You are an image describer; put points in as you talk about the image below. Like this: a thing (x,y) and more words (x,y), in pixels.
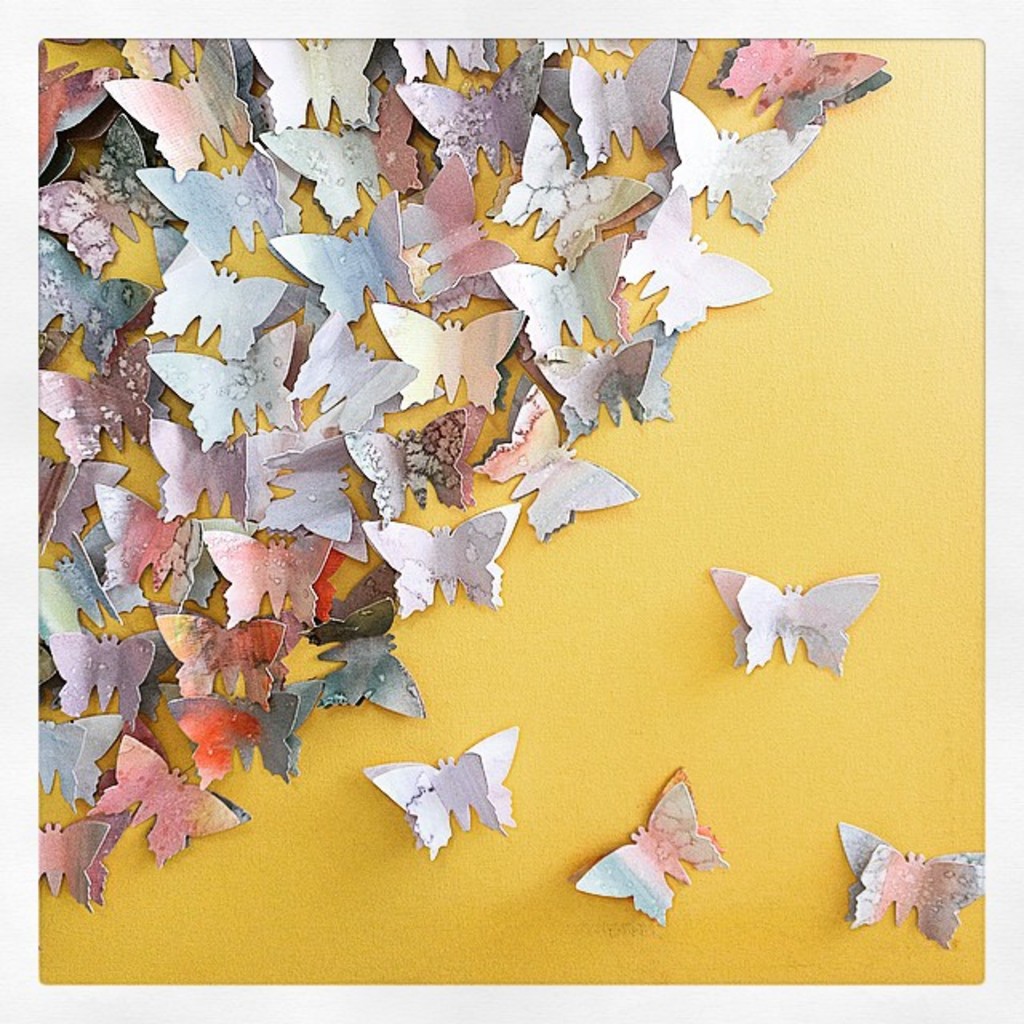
In this picture I can observe artificial butterflies (314,551) on the yellow color wall (767,466).
